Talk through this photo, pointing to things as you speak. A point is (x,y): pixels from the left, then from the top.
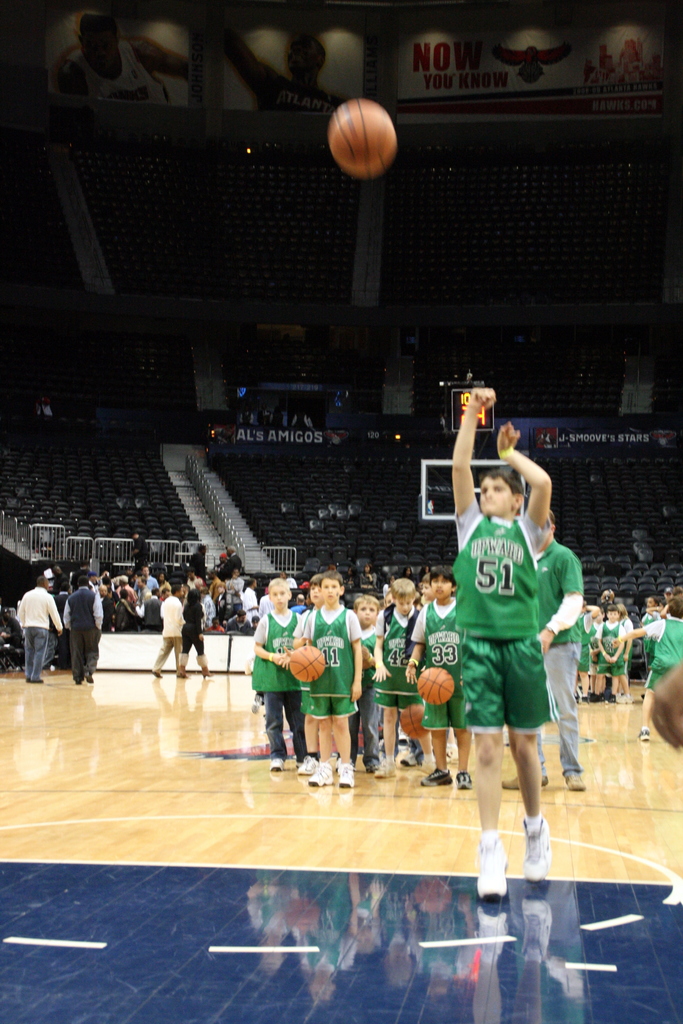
In this image we can see people (516,568). There are balls (298,677). In the background (67,476) we can see bleachers (333,506) and there are boards (468,395). We can see railings (170,556).
